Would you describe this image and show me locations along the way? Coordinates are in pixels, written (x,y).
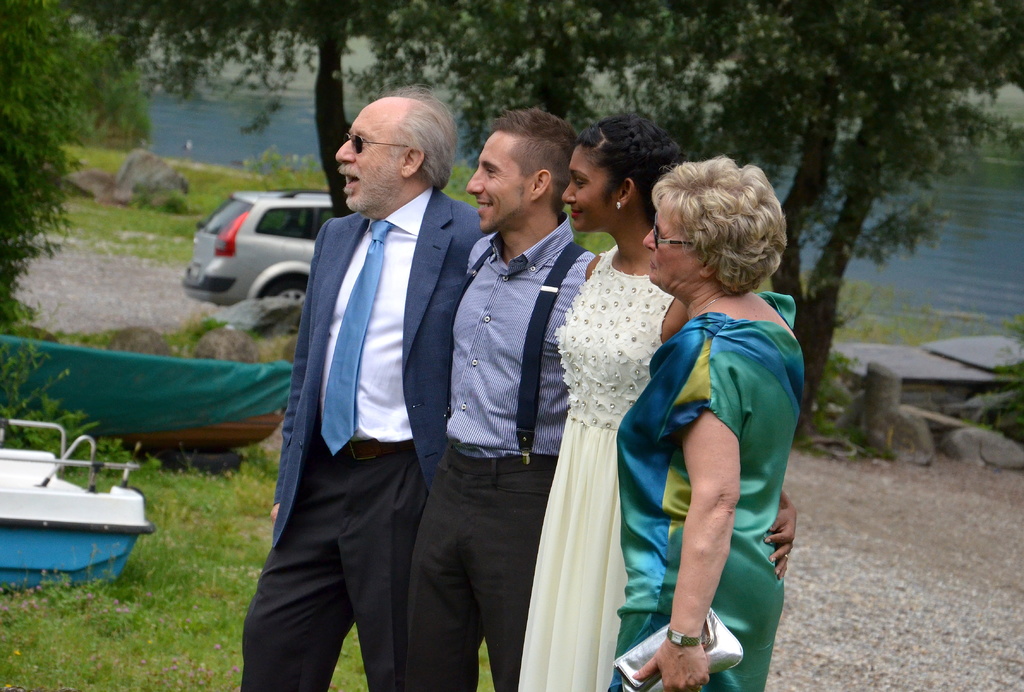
In the center of the image (542,383) we can see four people (654,406) are standing and they are in different costumes (559,409). Among them, we can see three persons (462,445) are smiling and one person (675,553) is holding some object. In the background (528,77), we can see trees (668,41), grass (124,637), water (1005,268), rocks (965,371), one vehicle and boats (124,405).
